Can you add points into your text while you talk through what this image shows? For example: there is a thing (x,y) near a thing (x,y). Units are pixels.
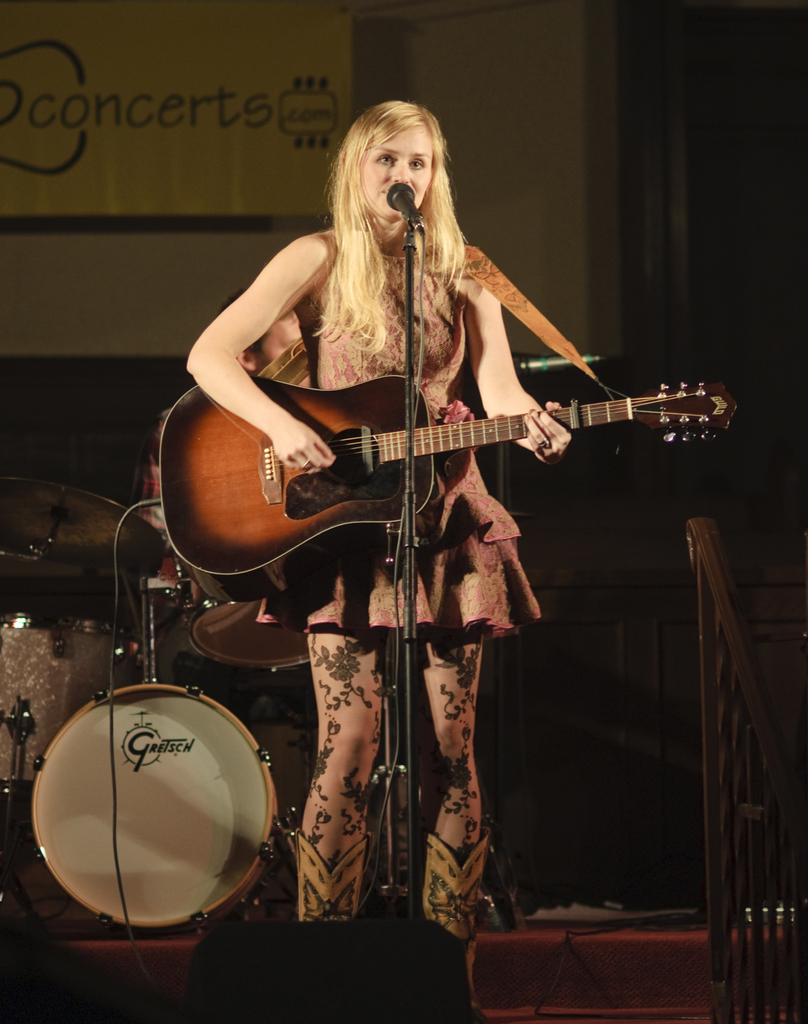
This image is clicked in a concert. In the front (231,416), there is a woman (474,476) playing guitar (474,447) and singing. In the background (143,708), there is a band (150,666) and wall (95,263) on which a screen (170,133) is fixed. At the bottom (665,980), there is dais (697,954).
